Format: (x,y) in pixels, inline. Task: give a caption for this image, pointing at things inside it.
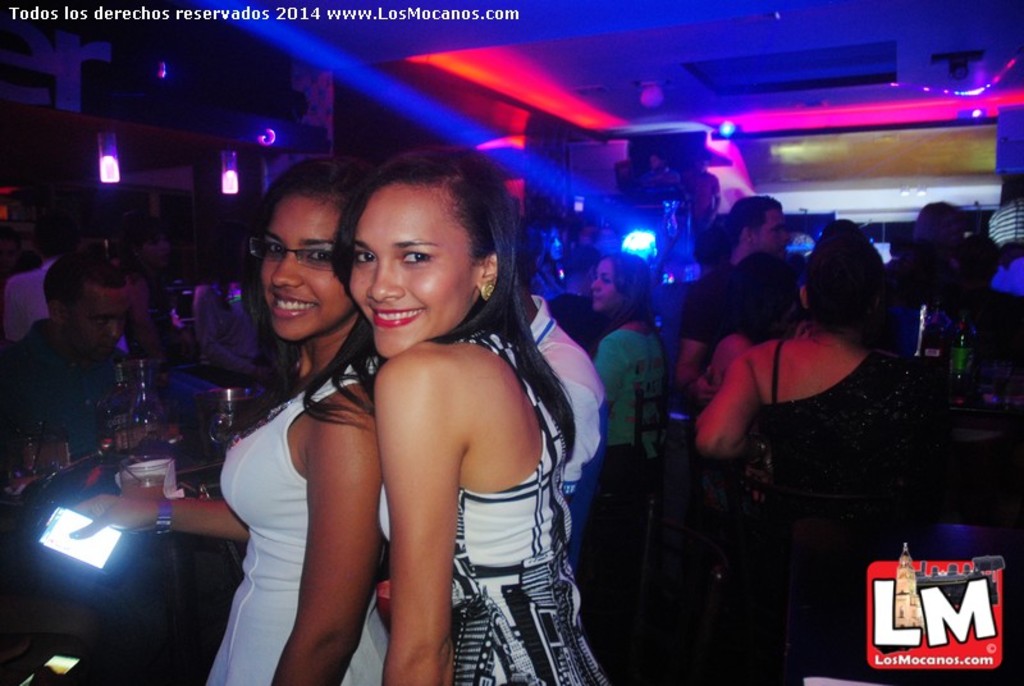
In this image I can see some people (491,464). On the left side (136,458) I can see some objects (45,459) on the table (87,460). At the top (784,120) I can see the lights (933,108).
